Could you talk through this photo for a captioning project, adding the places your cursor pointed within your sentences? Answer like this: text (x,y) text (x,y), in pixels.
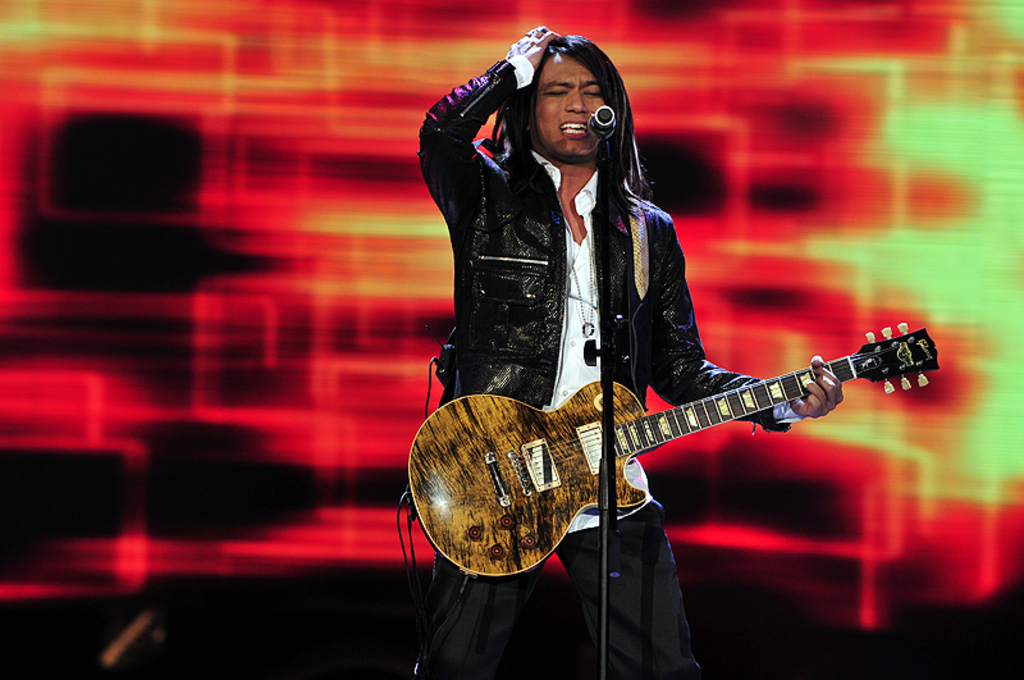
This person (589,112) standing and holding guitar (594,414) and singing. We can see microphone (596,125) with stand (608,340).
